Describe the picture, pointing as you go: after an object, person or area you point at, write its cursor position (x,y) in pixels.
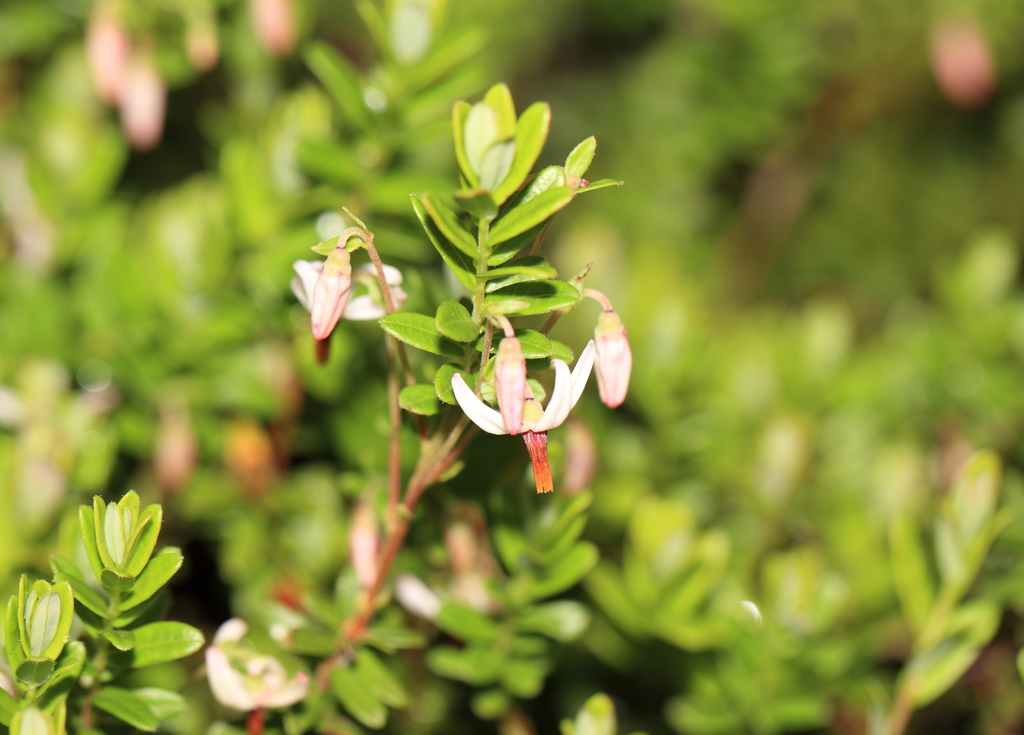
In this image I can see few flowers (508,383) to the plant (555,377) which are pink in color and in the background (299,115) I can see few plants (293,169) which are green in color.
